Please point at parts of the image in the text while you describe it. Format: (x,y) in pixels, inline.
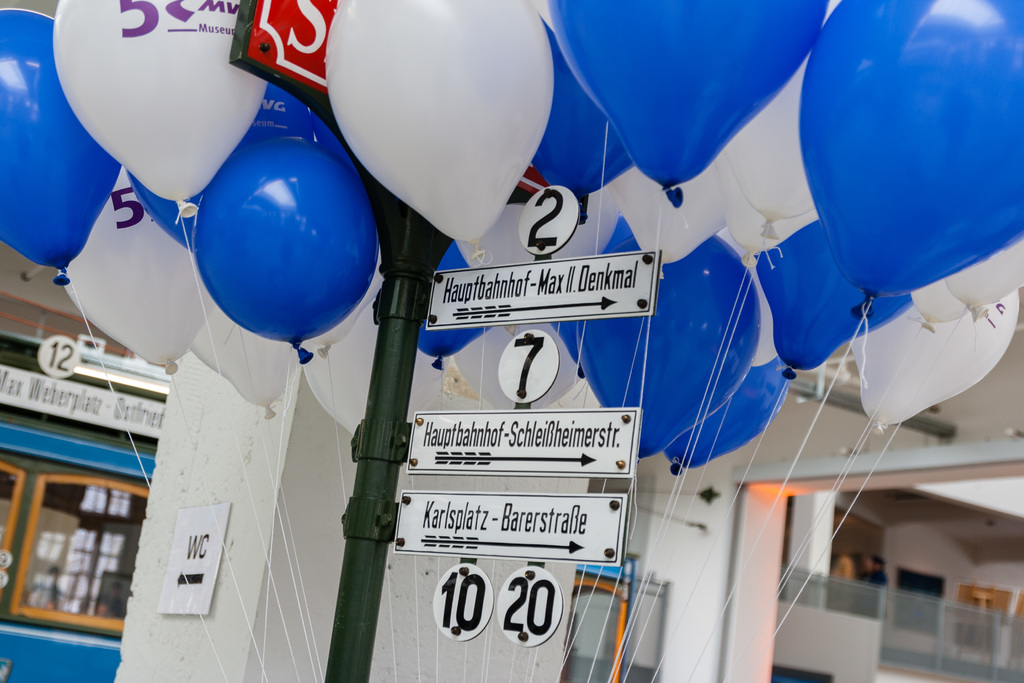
In the middle of the picture (449,274), we see a pole (369,493) and three boards (568,289) in white color with some text (476,514) written on it. Here, we see balloons (581,379) in white and blue color. In between the balloons (208,26), we see a red color board (305,52). Behind that, we see a pillar (288,575). There are buildings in the background (1008,458). On the right side (699,622), we see a white wall (718,487) and a glass door (813,583) from which we can see the windows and a wall (948,594).
